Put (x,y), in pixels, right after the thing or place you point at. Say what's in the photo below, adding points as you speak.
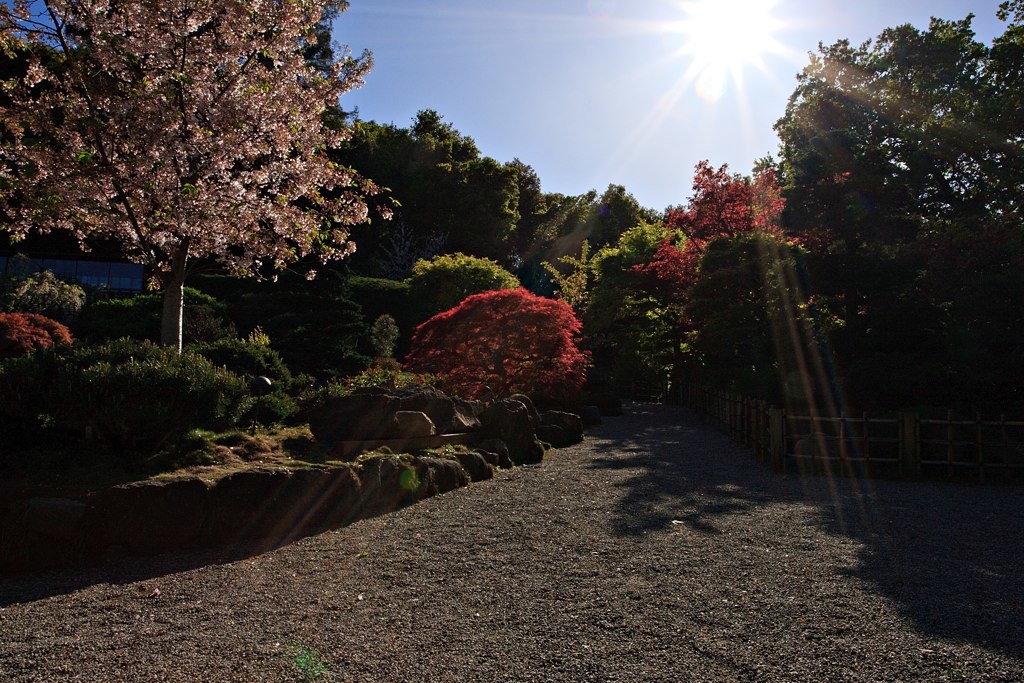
In this picture I can see few trees (525,210), plants (277,397) and I can see sunlight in the blue sky (605,100) and I can see fence (750,434).
